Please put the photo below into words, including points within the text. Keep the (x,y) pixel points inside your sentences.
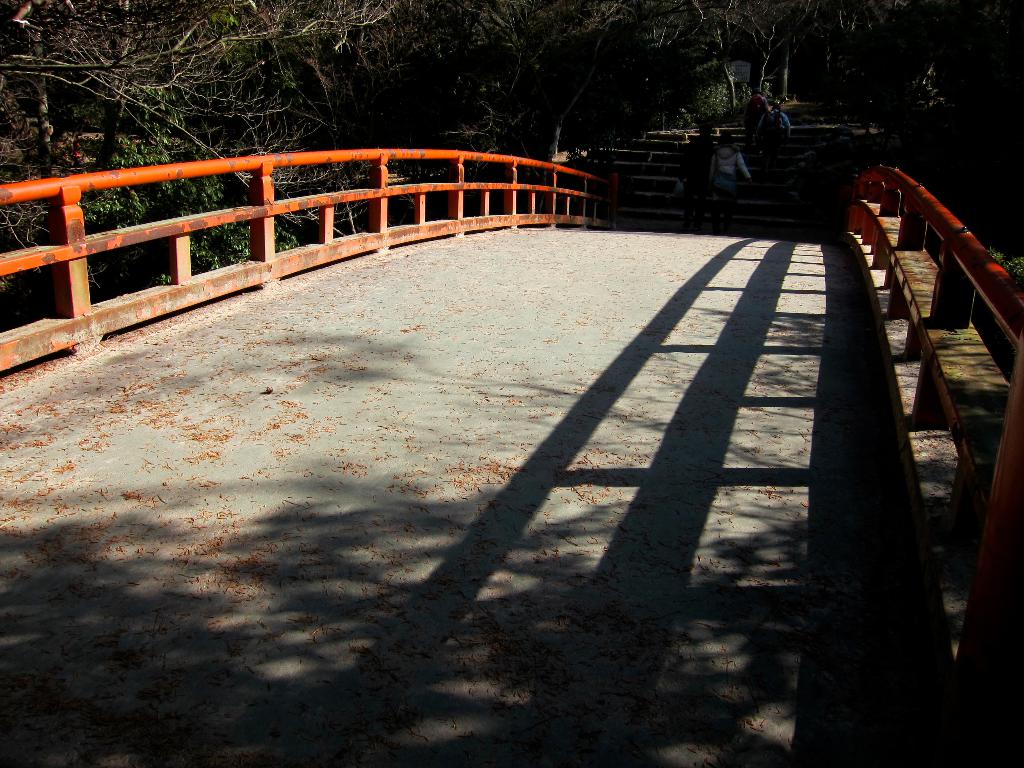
In this image there is a bridge (540,458) having the fence (941,324). Few people (690,226) are walking on the bridge (729,305). Few people (762,134) are climbing the stairs (782,160). Background (501,80) there are trees (516,74).
